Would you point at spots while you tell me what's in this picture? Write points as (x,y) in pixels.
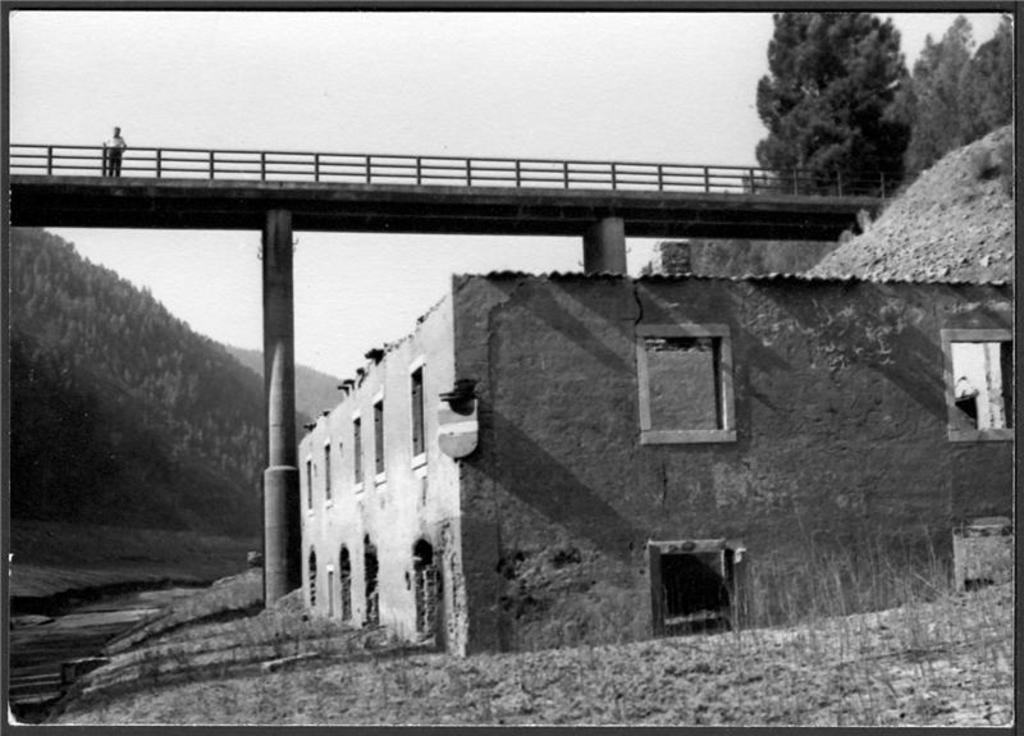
This is the picture of a place where we have a building (517,421) to which there are some windows (710,362) and also we can see a person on the bridge (408,223) which has a fencing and around there are some mountains (227,507), trees (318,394) and plants (292,602).
